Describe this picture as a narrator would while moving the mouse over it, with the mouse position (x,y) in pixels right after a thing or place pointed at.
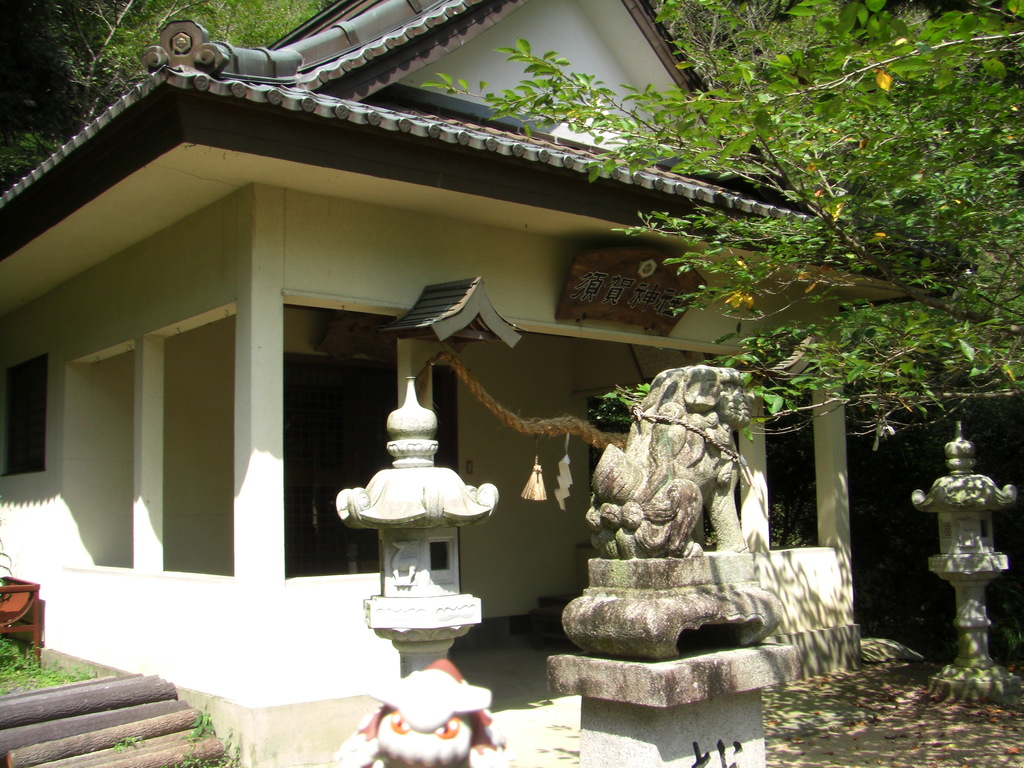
In this image we can see a house (531,308), window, rope (633,409), board (655,277) with some text (640,280) on it, there are some pillars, sculptures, wooden sticks (85,753), chair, also we can see some plants (203,730), and trees (618,410).
